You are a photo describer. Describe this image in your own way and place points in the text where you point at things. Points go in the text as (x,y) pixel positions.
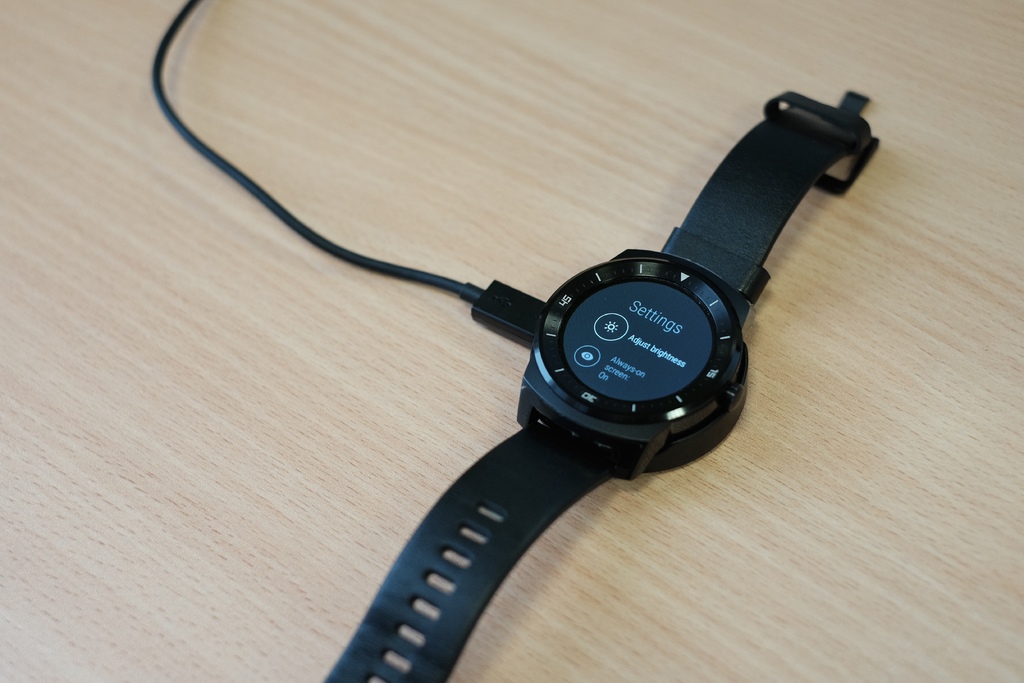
As we can see in the image there is a table (321,171). On table (451,265) there is black color watch (741,212) and wire (347,255).
